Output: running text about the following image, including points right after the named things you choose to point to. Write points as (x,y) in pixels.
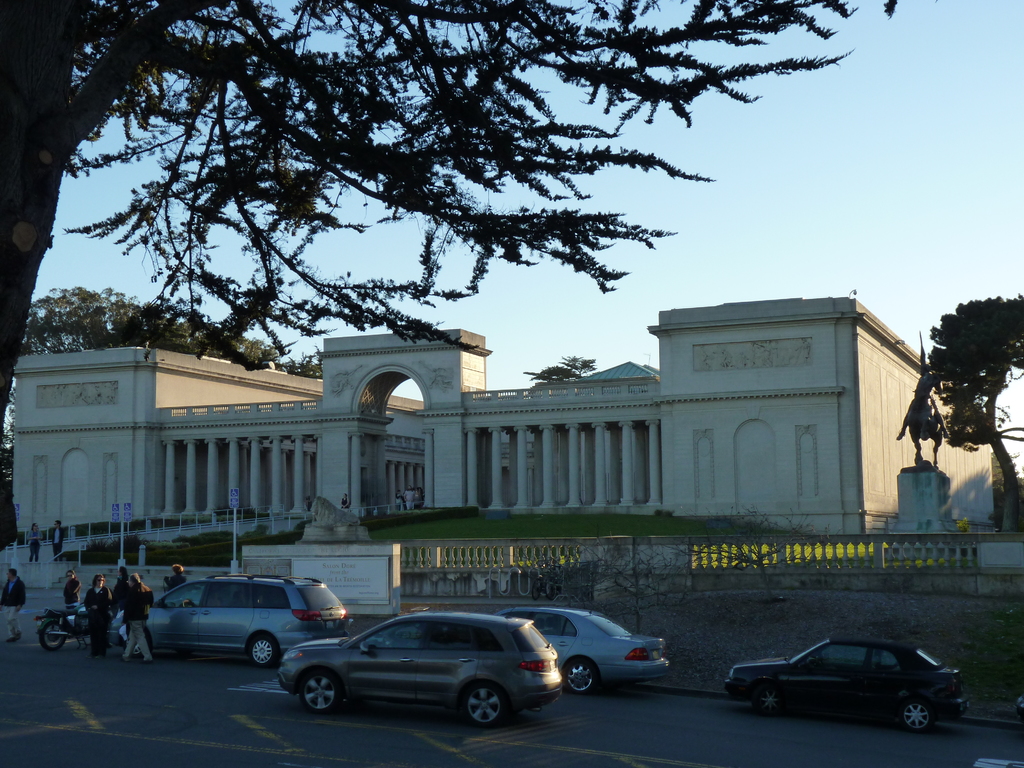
In this image, there are a few vehicles (539,679) and people (136,614). We can see the fence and some grass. There are a few plants (411,524) and trees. We can also see some poles (234,525). We can see a board (367,570) with some text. We can see a building (391,407). We can also see the sky (635,312) and the ground (32,750). There are a few statues (318,507).
